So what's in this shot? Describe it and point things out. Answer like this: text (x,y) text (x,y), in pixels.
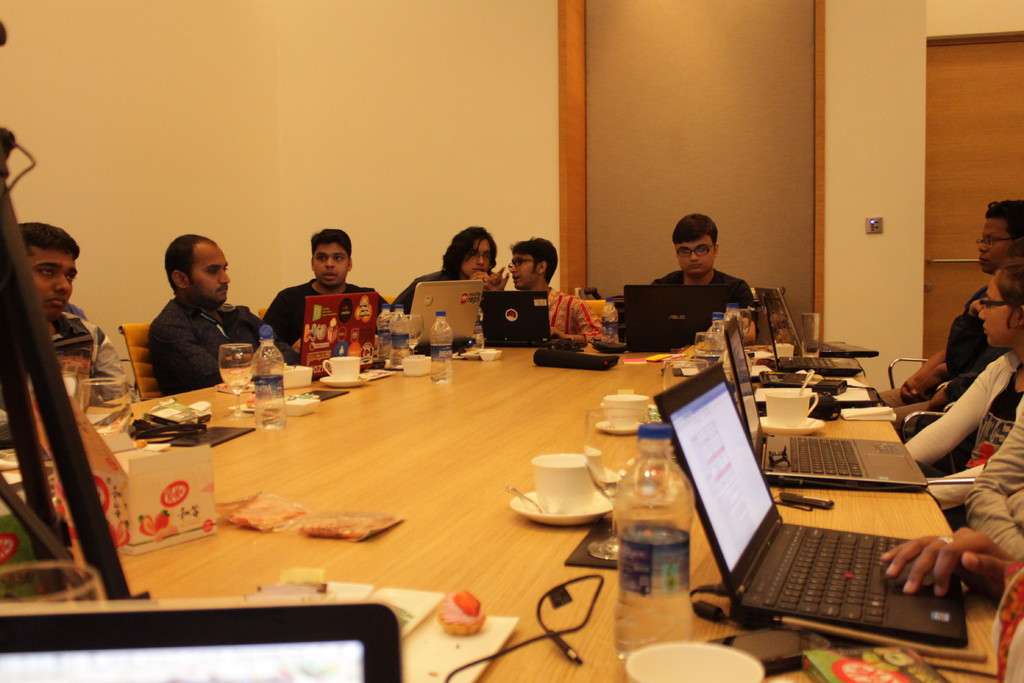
People (280,312) are sitting around a table (791,682) in chairs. There are some laptops (778,544) in front of them. There are some water bottles (275,410), some glasses (410,340) and tea cups (359,363) on the table (461,430).
